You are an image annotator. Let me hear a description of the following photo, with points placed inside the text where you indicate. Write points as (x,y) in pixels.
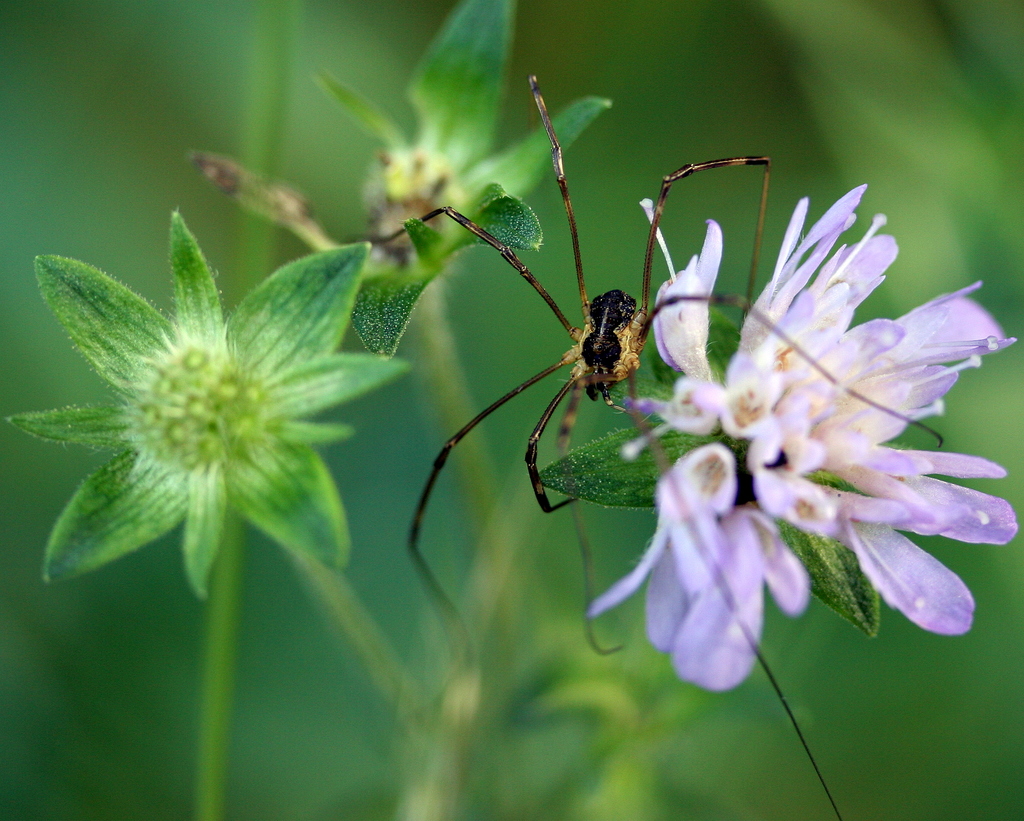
In the image we can see an insect (658,453) and flowers (748,468), and the background (936,150) is blurred.
